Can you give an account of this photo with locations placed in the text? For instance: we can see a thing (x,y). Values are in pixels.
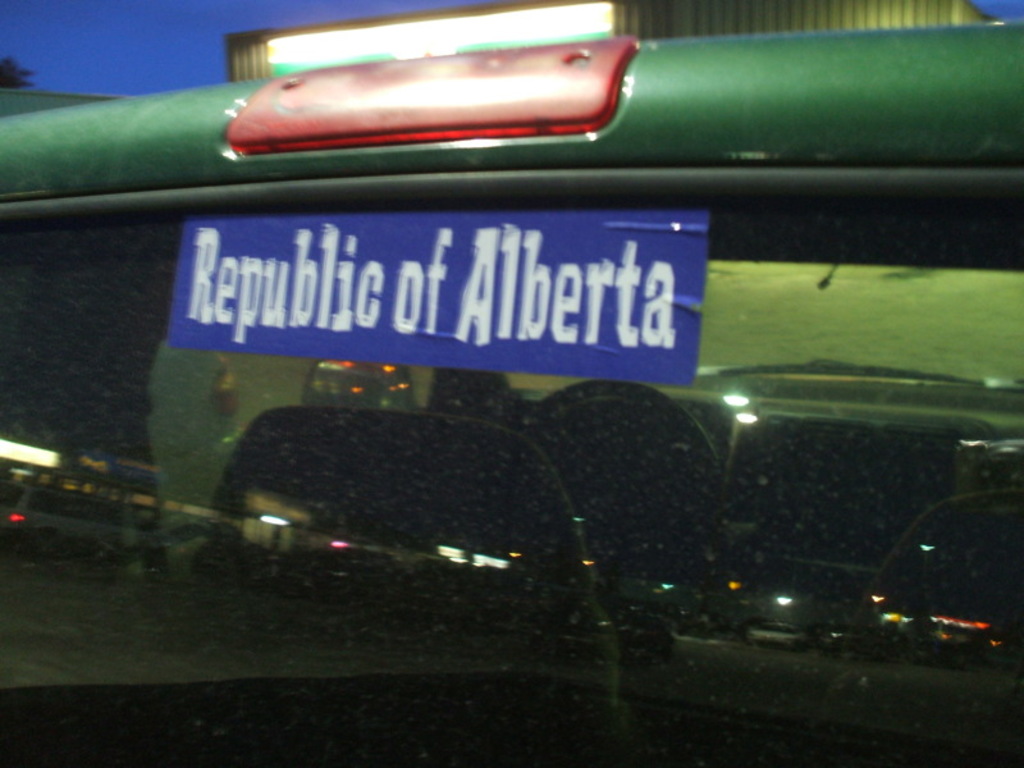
At the top of this image (212,235), there is a violet color sticker (251,276) pasted on a glass (895,224) which is having seats (980,524) and a light (368,84). In the background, there is the sky (163,81).
